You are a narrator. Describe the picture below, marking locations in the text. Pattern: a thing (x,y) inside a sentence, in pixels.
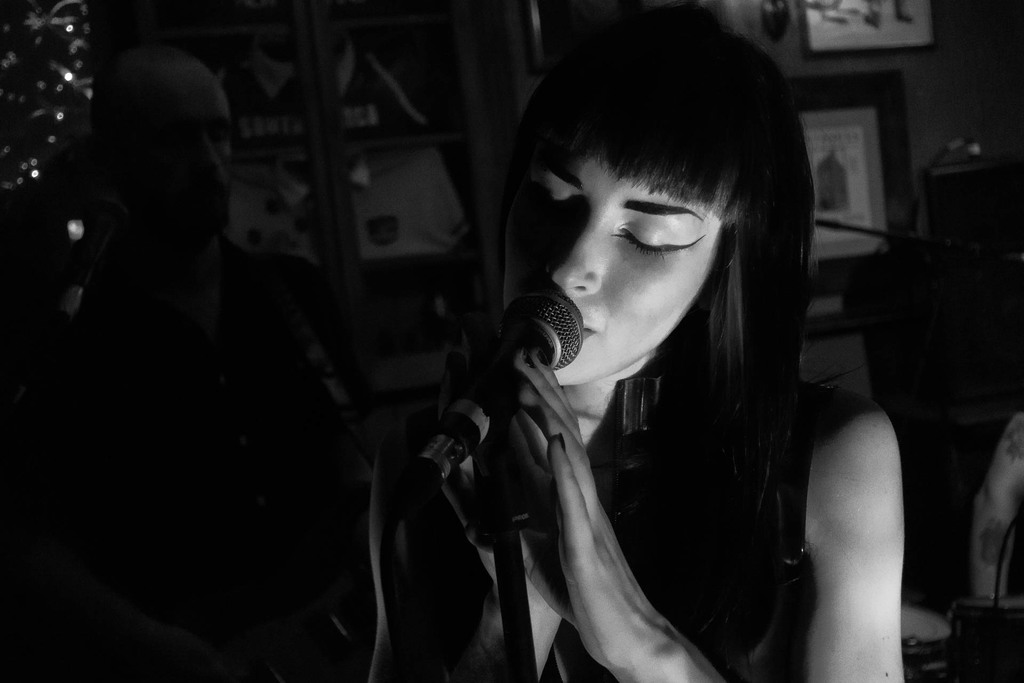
In the middle (659,393) there is a woman (611,311) her hair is long, she is singing, she hold a mic (495,402). On the left (175,345) there is a man (210,269) he is staring at something. In the background (834,94) there is a wall (976,137) and photo frame (837,187).
